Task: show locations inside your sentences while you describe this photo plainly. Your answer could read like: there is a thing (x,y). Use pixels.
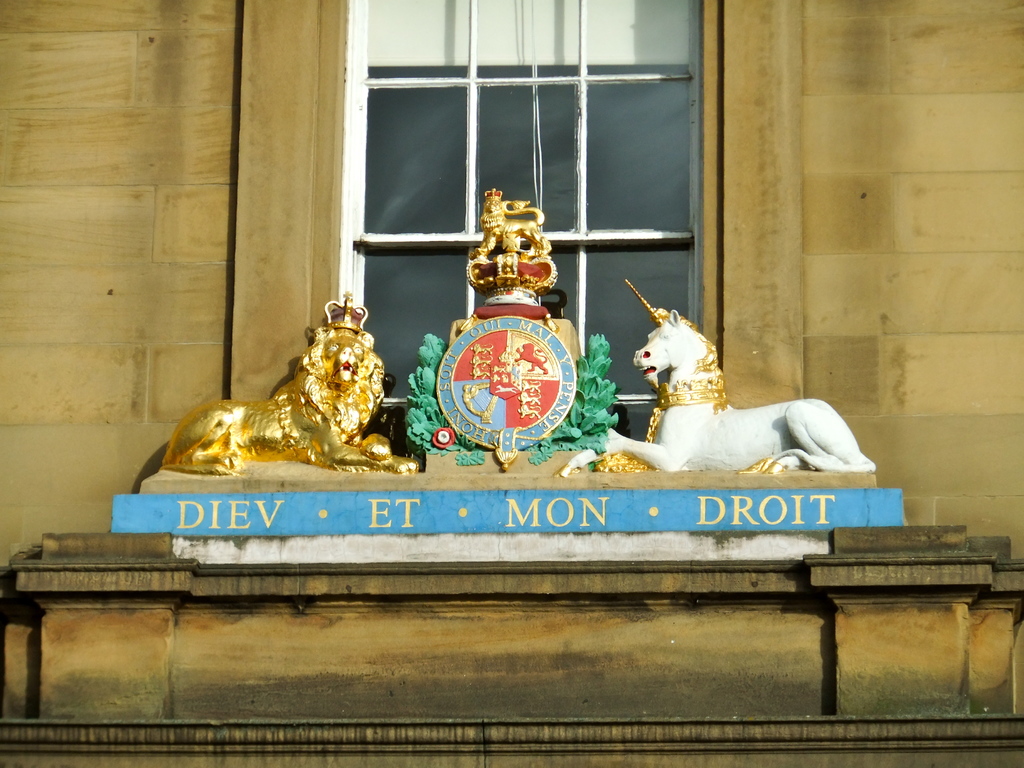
In this image we can see the statues (755,428) and text (768,523) written on the pillar (542,560). And at the back (826,239) we can see the wall (144,257) with the window (546,142).
